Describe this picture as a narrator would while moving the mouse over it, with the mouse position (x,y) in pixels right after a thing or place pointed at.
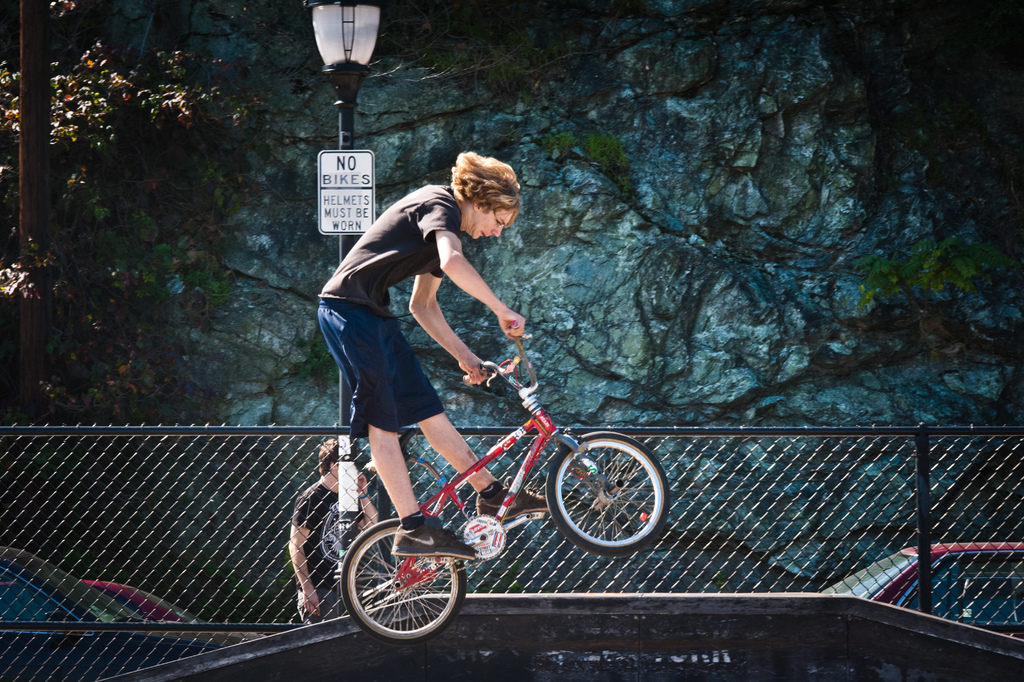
In the image we can see there is a man (396,335) who is standing on bicycle (550,515) and at the back (364,12) there is a street lamp pole (367,38).
